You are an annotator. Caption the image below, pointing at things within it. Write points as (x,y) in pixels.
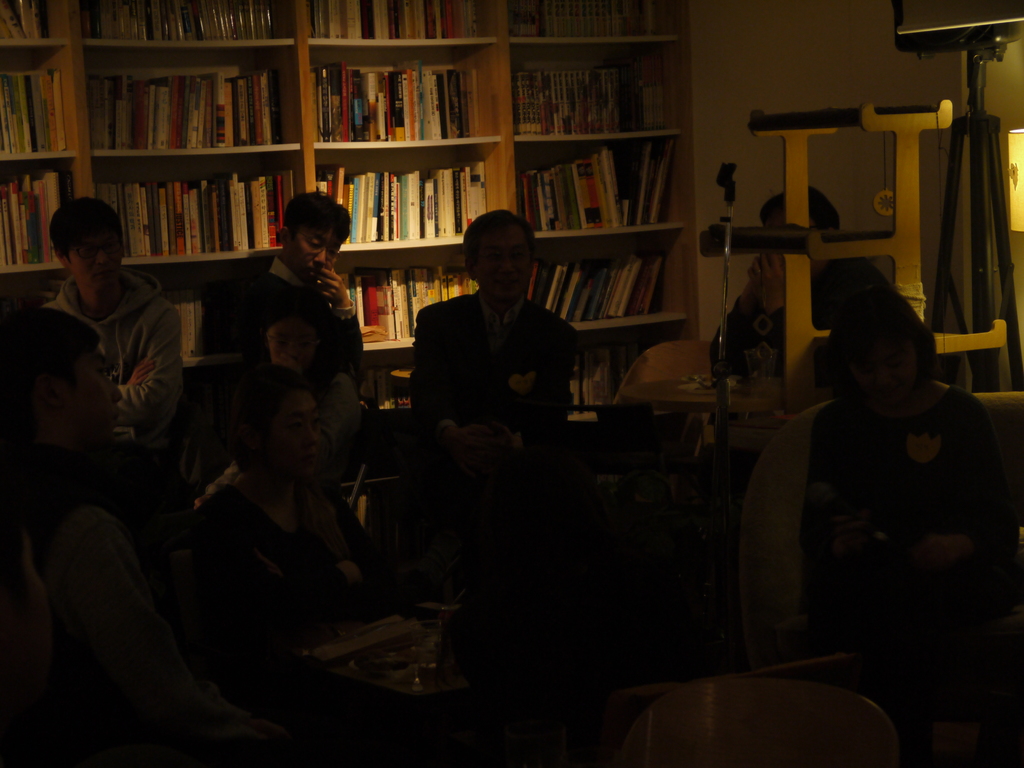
There are group of people (74,495) in a library (556,309).
